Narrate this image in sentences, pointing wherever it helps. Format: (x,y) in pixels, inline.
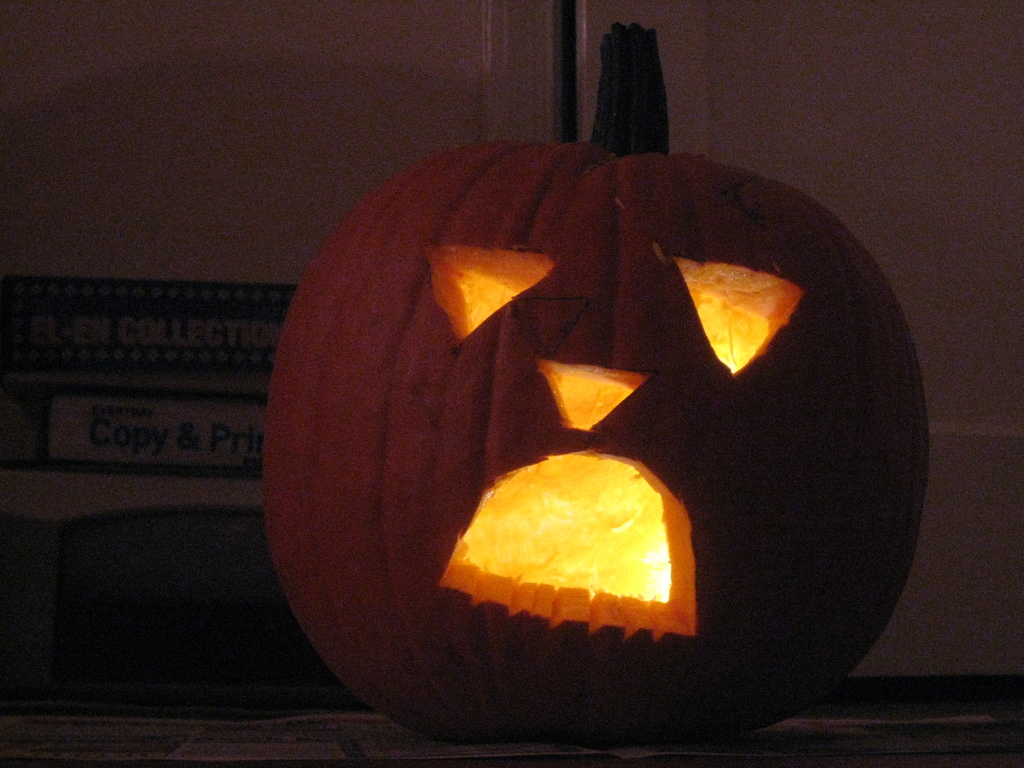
In this image there is a pumpkin (568,495) on the surface (787,725). It is carved. Inside it there are lights (544,471). Behind it there is a wall (798,98). To the left (183,427) there is text (132,428) on the boxes (166,428) behind the pumpkin (550,315).
